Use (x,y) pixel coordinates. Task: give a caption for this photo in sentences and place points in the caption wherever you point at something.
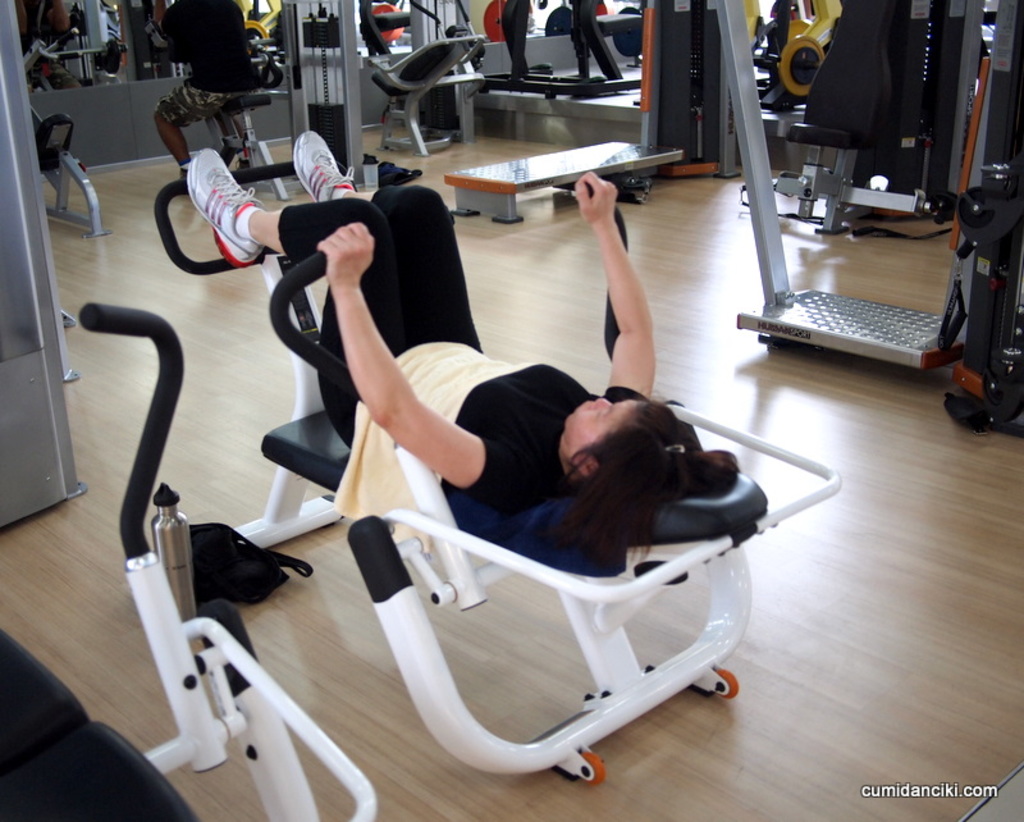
In this picture we can see gym equipment (817,312) and the floor (847,379). We can see people (658,482) working out. In the bottom right corner of the picture (971,794) we can see watermark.
